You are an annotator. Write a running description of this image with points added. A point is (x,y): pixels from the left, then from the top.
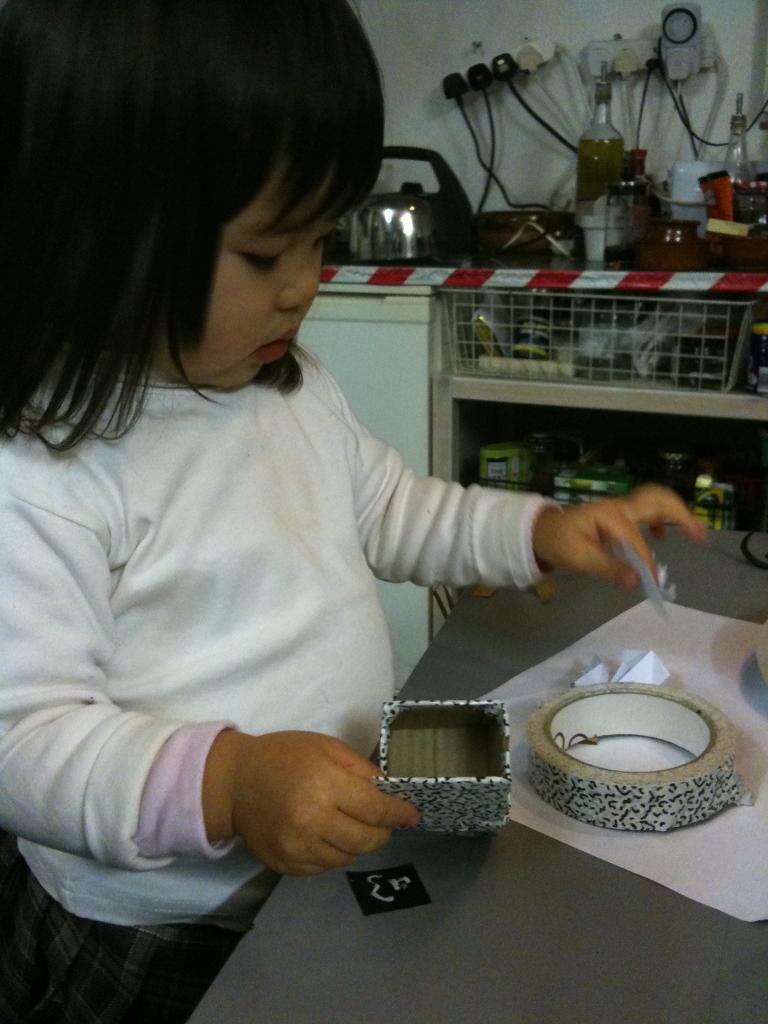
On the left side of the image (239,529) we can see a girl (322,438), she is holding a box (381,727), in front of her we can see a plaster (576,779), papers (598,679) and other things (632,673) on the table (584,588), in the background (601,159) we can see few bottles (606,146), sockets (638,59), cables (484,113) and other things (600,217) on the countertop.
